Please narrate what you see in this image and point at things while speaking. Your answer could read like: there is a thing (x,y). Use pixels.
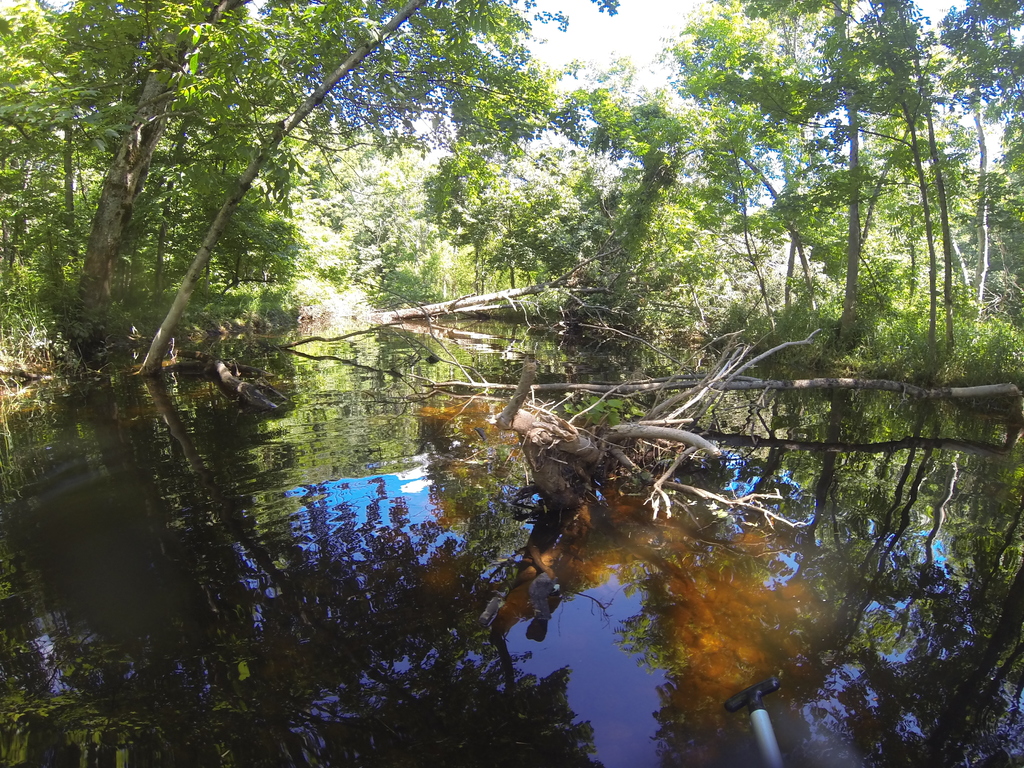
In this picture we can see water (870,505), trees (861,385), here we can see an object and we can see sky (1023,43) in the background (569,48).
